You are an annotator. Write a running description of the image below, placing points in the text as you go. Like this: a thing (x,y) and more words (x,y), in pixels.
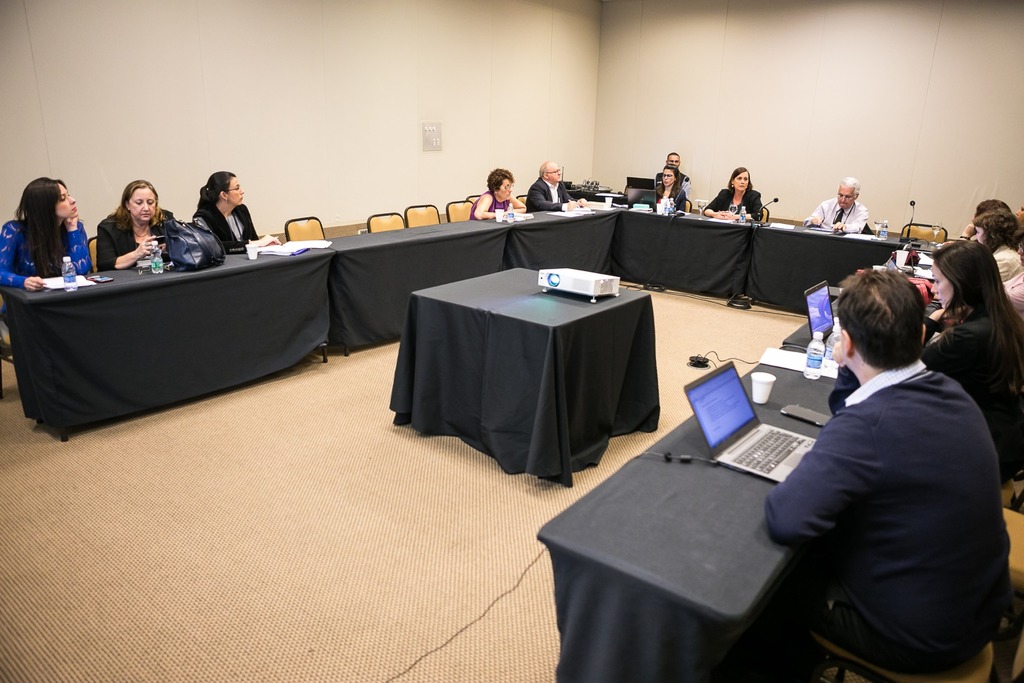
In this picture we can see a group of people (923,526) sitting on chair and in front of them there is table (813,239) and on table (258,297) we can see bottle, bag (207,236), papers (267,251), mic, laptop (828,322), glass (771,380), mobile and in middle (588,281) there is a projector (558,285) on table (527,318) and in background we can see wall (682,61).
